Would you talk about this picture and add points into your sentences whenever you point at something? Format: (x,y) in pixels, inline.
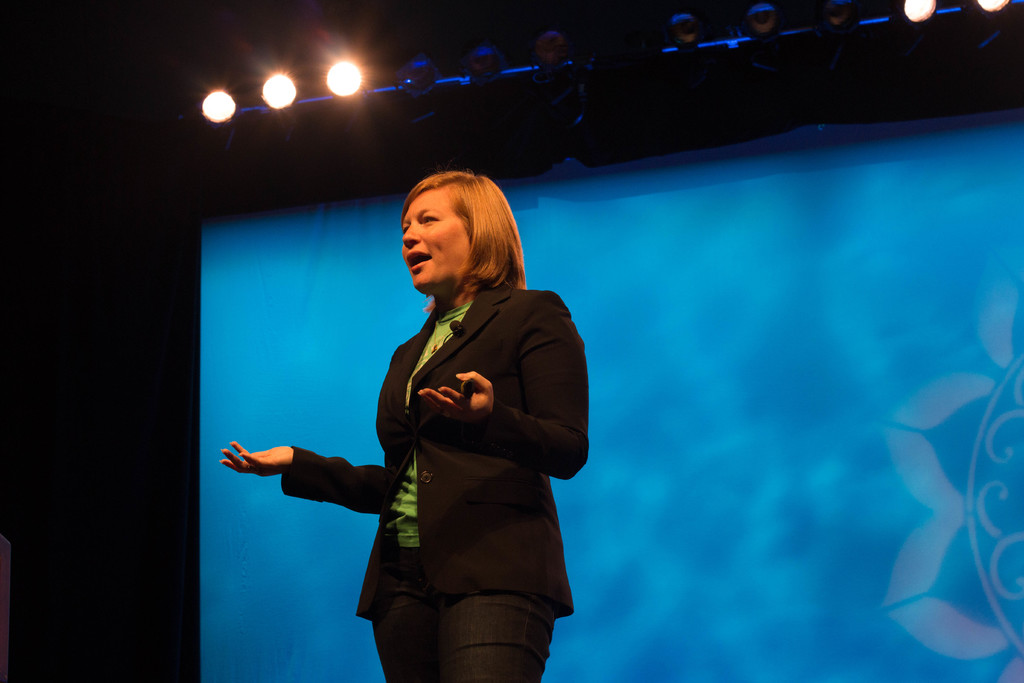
In the picture we can see a woman (486,577) standing and explaining something and she is wearing black color blazer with green T-shirt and in the background (872,403), we can see a screen (626,642) which is blue in color and top of it we can see some lights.
